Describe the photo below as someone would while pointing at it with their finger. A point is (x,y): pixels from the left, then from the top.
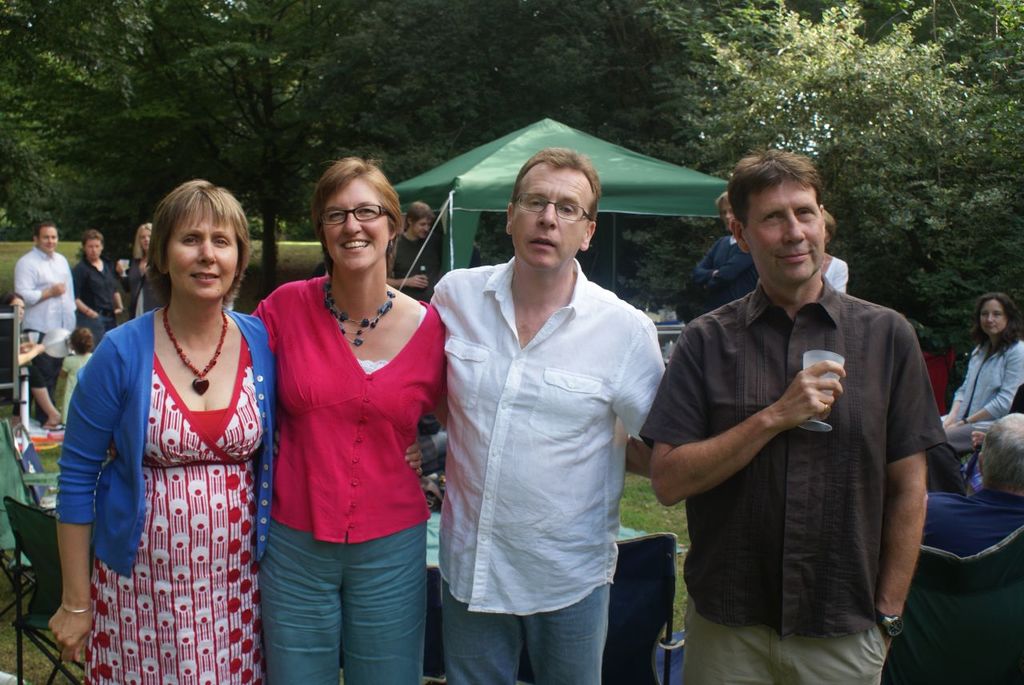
In this image, we can see four persons (409,516) are standing side by side and watching. Here a person (843,410) is holding glass (831,358). In the background (985,540), we can see chairs (31,570), people (979,533), grass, stall (615,190) and trees (505,44). Here we can see few people (203,298) are smiling.
